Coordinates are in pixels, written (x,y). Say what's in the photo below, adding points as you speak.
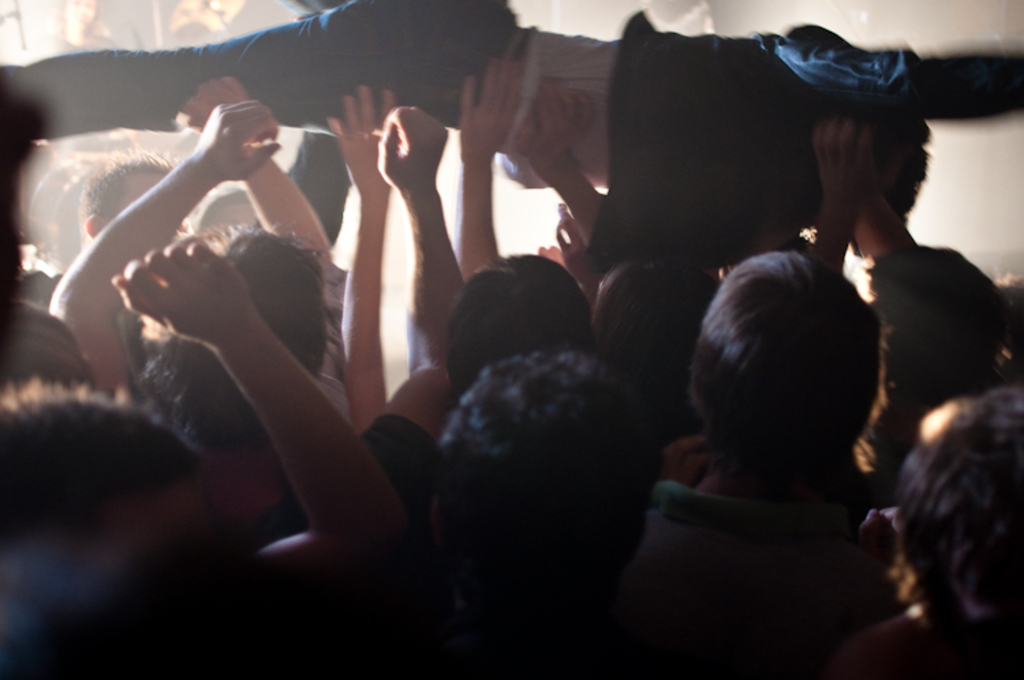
In this picture in the center (457,416) there are persons (430,365) lifting a guy (460,77).
